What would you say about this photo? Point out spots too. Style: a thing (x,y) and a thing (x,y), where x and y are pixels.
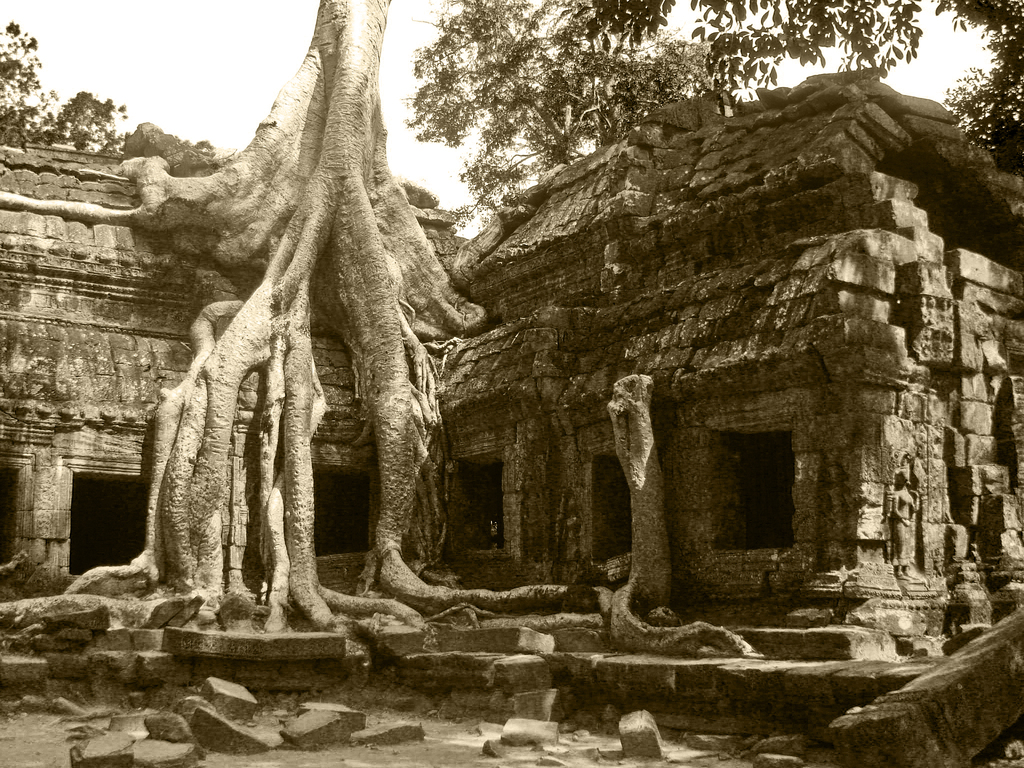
In this image may be there is a stone house (932,373), on which there are roots (230,174) of tree (313,600) visible, at the bottom (285,733) there are some stones (716,733), at the top (391,150) there is the sky (242,24), trees (996,18) visible.
